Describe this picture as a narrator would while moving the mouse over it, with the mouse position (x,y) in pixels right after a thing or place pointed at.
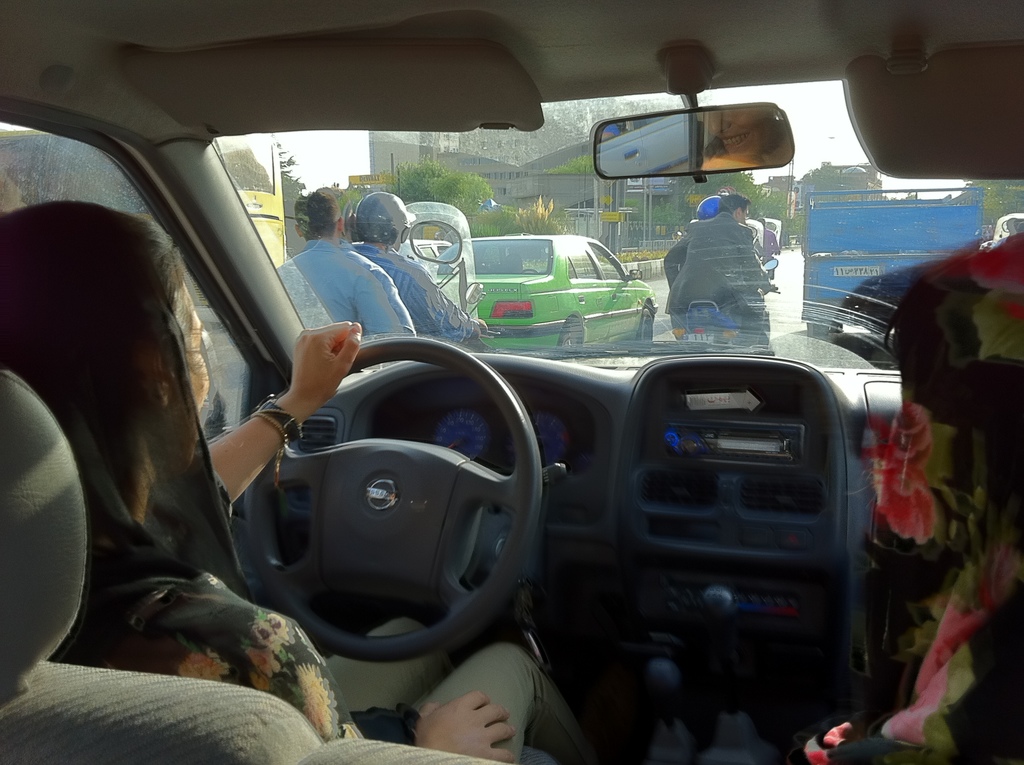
This picture shows a woman (458,677) driving a car (472,452) and we see couple of motorcycles (688,326) and a car (638,297) and a vehicle (909,247) on the road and we see few buildings (565,160) and trees (670,213).
